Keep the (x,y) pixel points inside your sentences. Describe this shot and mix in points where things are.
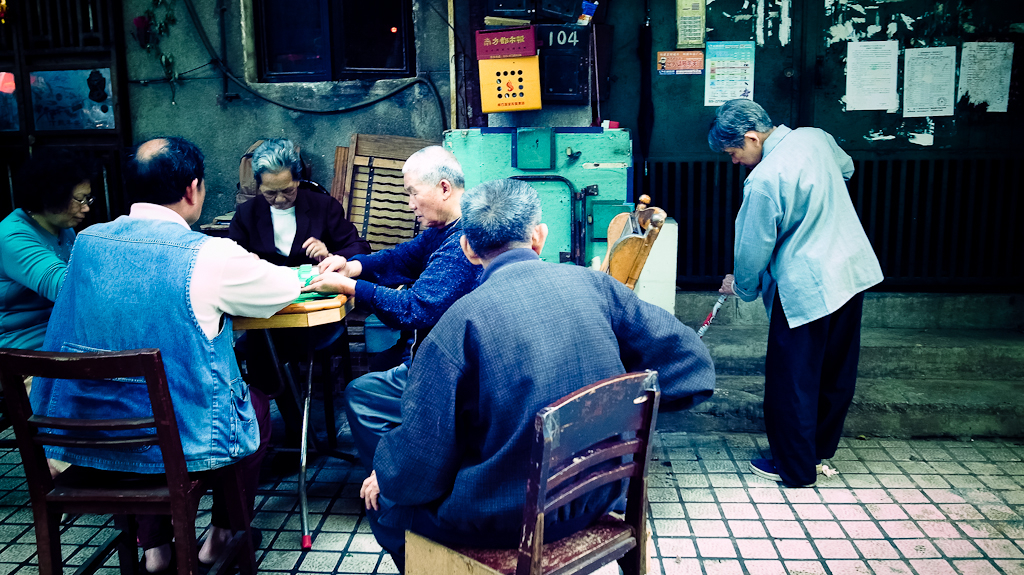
In this image there are group of people (172,302) sitting on the chairs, and doing their work. Here is table (317,311) which contains some materials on it. Here a man (797,275) is sweeping a floor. He wore blue shirt (817,236) and black trouser (826,352) and holding a sweeping stick (715,309) and there is a window (386,58) attached to the wall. And there are papers (860,75) sticked to the door (814,80).
